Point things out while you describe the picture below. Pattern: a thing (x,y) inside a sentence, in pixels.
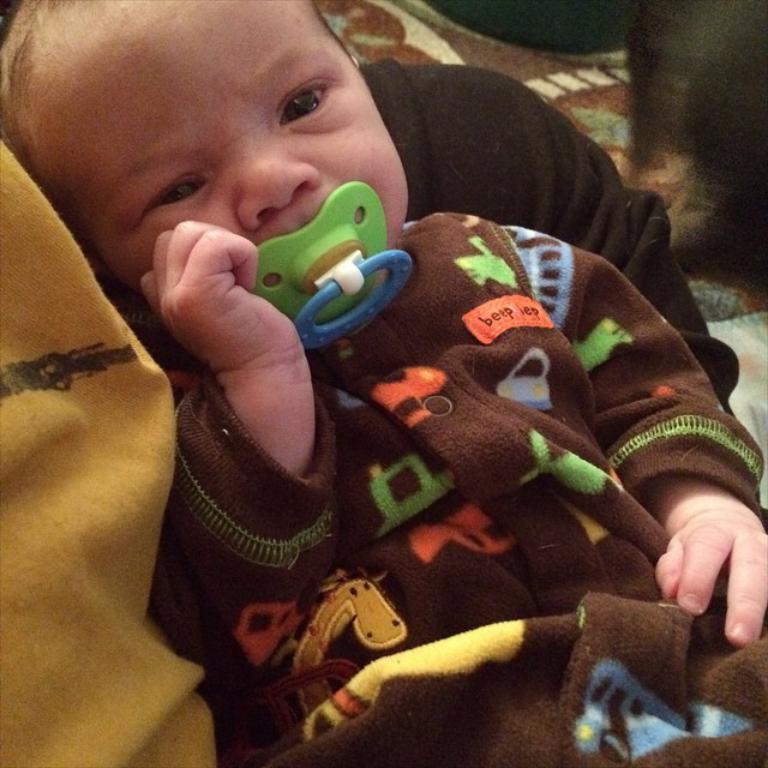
This picture looks like a human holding a baby (746,463) and I can see a nipple (323,266) into baby's mouth (326,247).
